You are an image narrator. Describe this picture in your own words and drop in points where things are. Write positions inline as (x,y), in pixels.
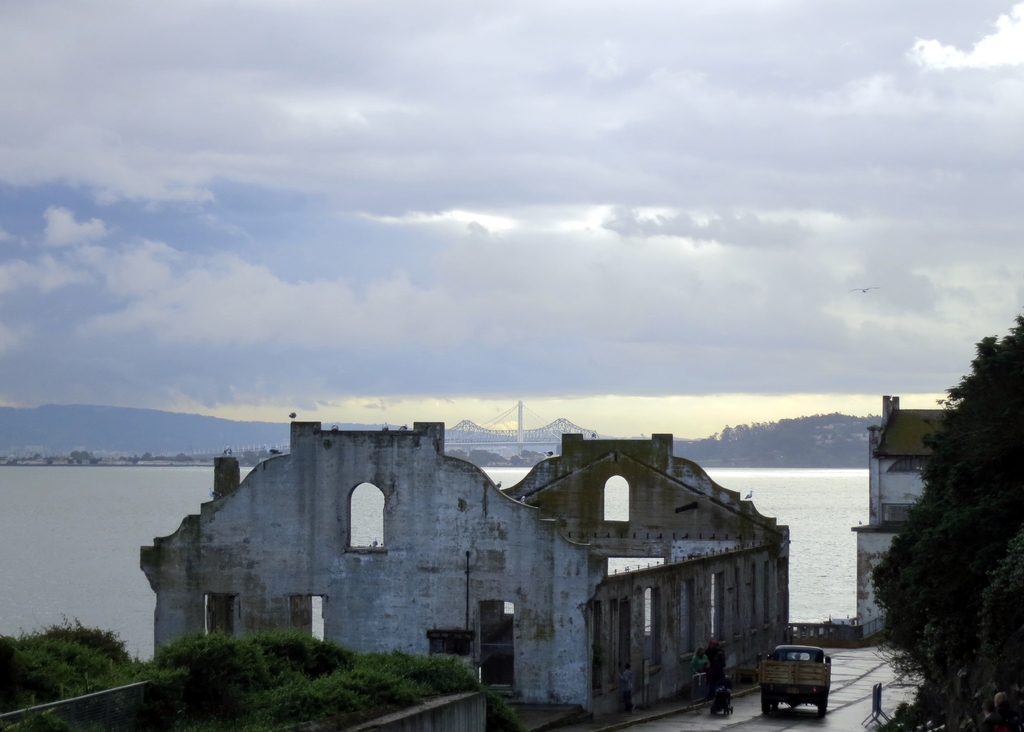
In the picture we can see a part of the grass surface (231,726) and behind it, we can see an old building wall (274,590) and beside it, we can see a vehicle (774,685) and beside it, we can see the part of the house (889,486) and the hill (955,529) covered with plants (928,581) and far away from it we can see the water surface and far away from it we can see the bridge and the sky (576,304) with clouds (390,285).
